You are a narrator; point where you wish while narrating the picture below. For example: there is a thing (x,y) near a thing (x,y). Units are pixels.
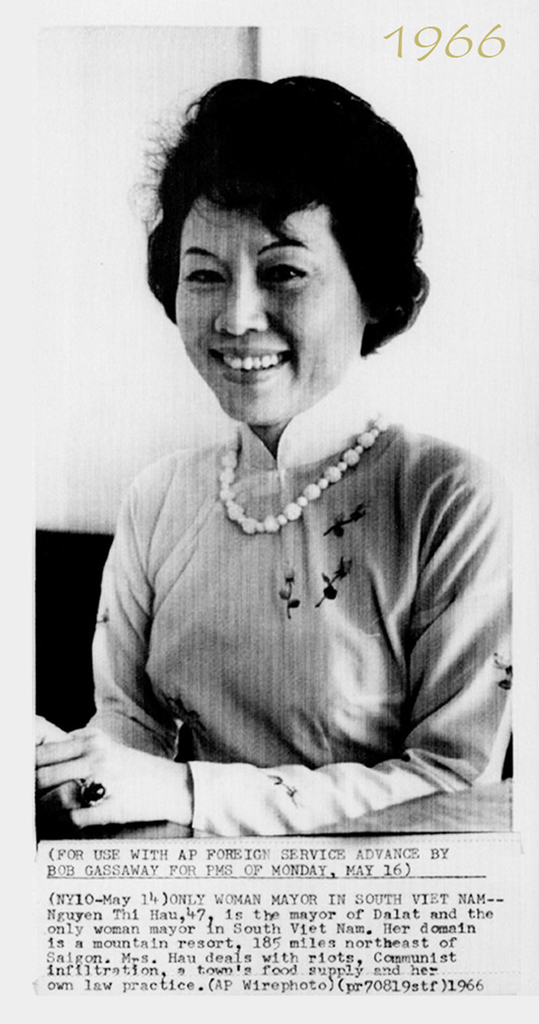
In this image I can see the black and white picture of a woman (298,653) wearing dress (342,608), ring (86,794) to her finger (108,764) and a chain (298,518) in her neck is smiling. I can see the white and black colored background (86,643) and something is written to the bottom of the image (275,903).
